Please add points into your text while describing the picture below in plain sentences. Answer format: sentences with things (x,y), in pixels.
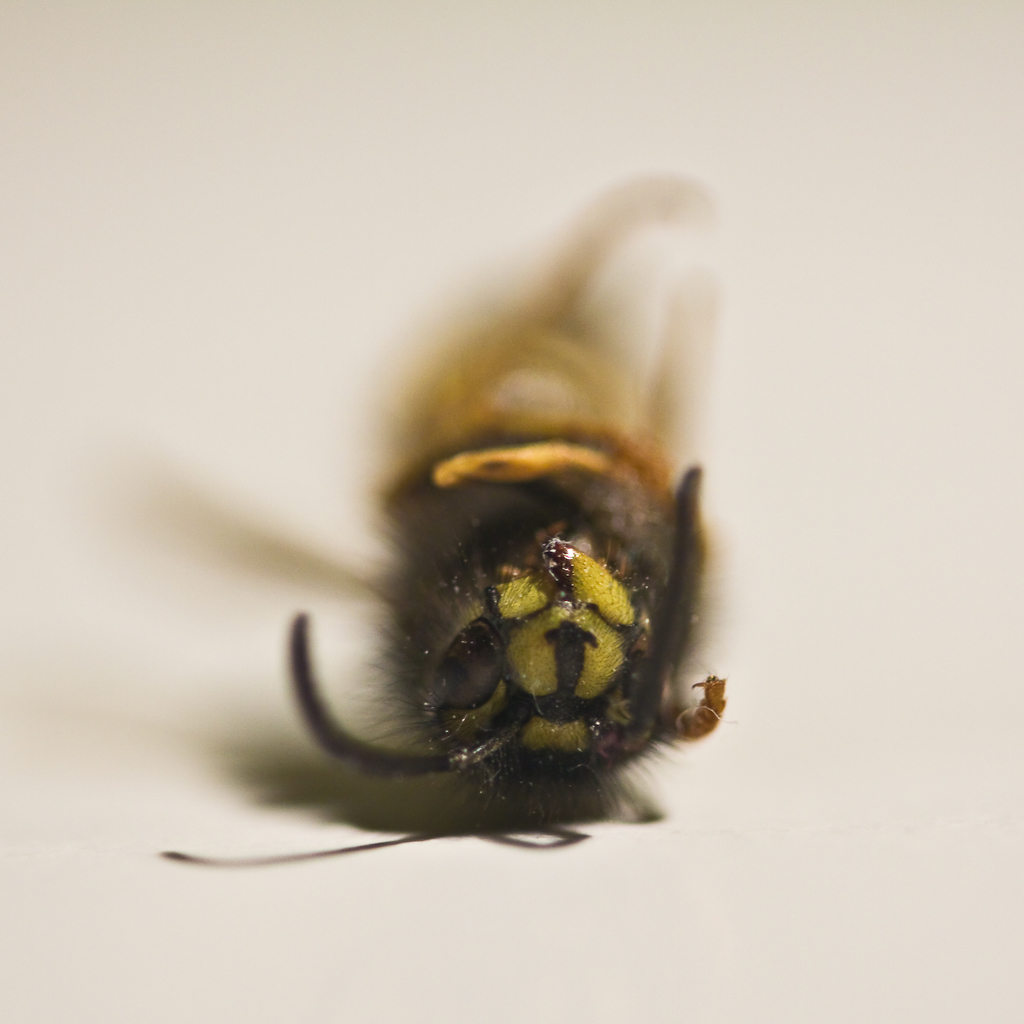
In this image we can see an insect (585,600) on the surface (730,960).
